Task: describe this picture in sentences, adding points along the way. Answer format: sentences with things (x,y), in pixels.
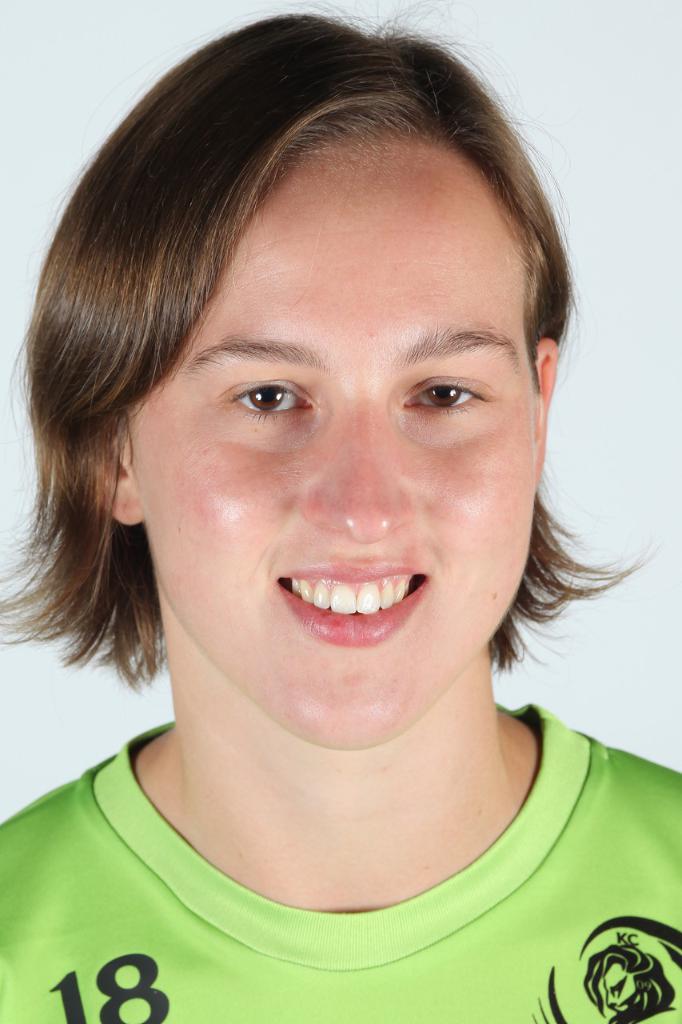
In this image we can see a woman (239,400). On the backside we can see a wall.
